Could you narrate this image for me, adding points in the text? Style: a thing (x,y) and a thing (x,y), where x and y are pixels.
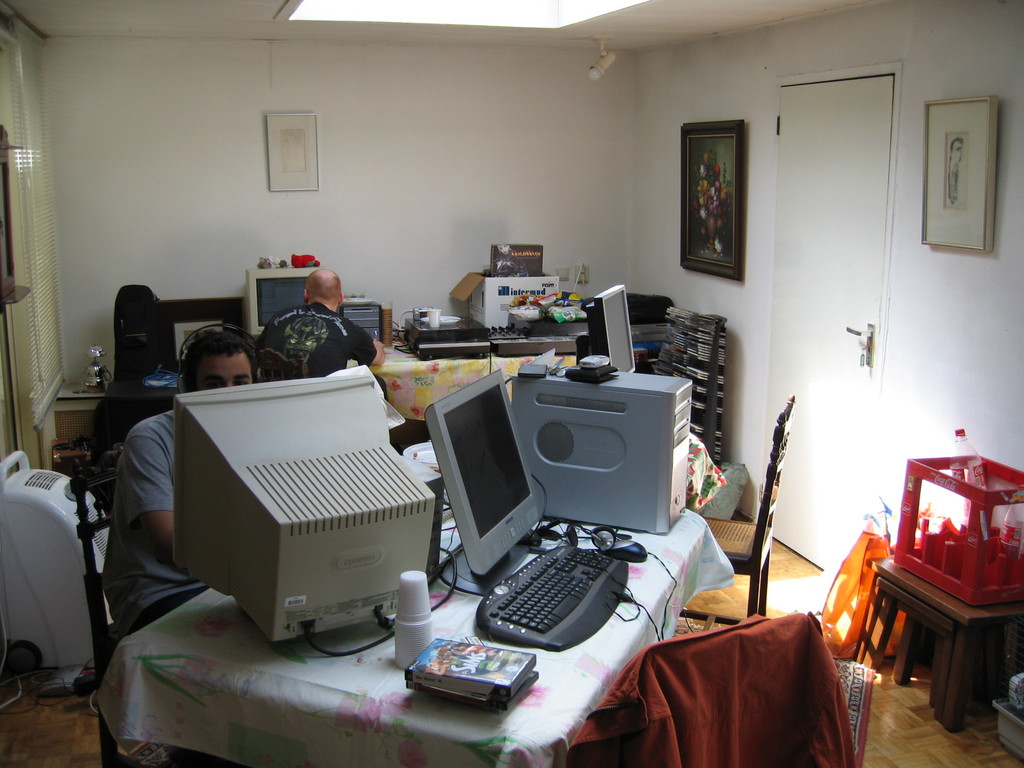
This image is taken indoors. In the background (461,194) there is a wall (914,245) with a few picture frames (690,185) and there is a door (878,273). At the top of the image (95,11) there is a ceiling (270,5) with a light (546,19) and there is a CC cam (594,65). On the left side of the image (93,514) there is a machine (40,644) on the floor (59,748). There is a window blind (41,320). On the right side of the image (962,644) there is a stool (929,617) and there is an object (960,486) on the stool (985,612). There is a bottle (956,476) and there are a few objects (1011,710) on the floor (906,735). In the middle of the image (398,508) there is a table (317,706) with a tablecloth (400,707), two monitors (445,466), a CPU (577,454), a keyboard (549,571) and many things (438,652) on it. There are two chairs (761,657). A man (125,581) is sitting on the chair (96,575) and there are two tables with many things (582,305) on them and another man (317,344) is sitting on the chair (288,365). There are a few things (682,340) on the floor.
